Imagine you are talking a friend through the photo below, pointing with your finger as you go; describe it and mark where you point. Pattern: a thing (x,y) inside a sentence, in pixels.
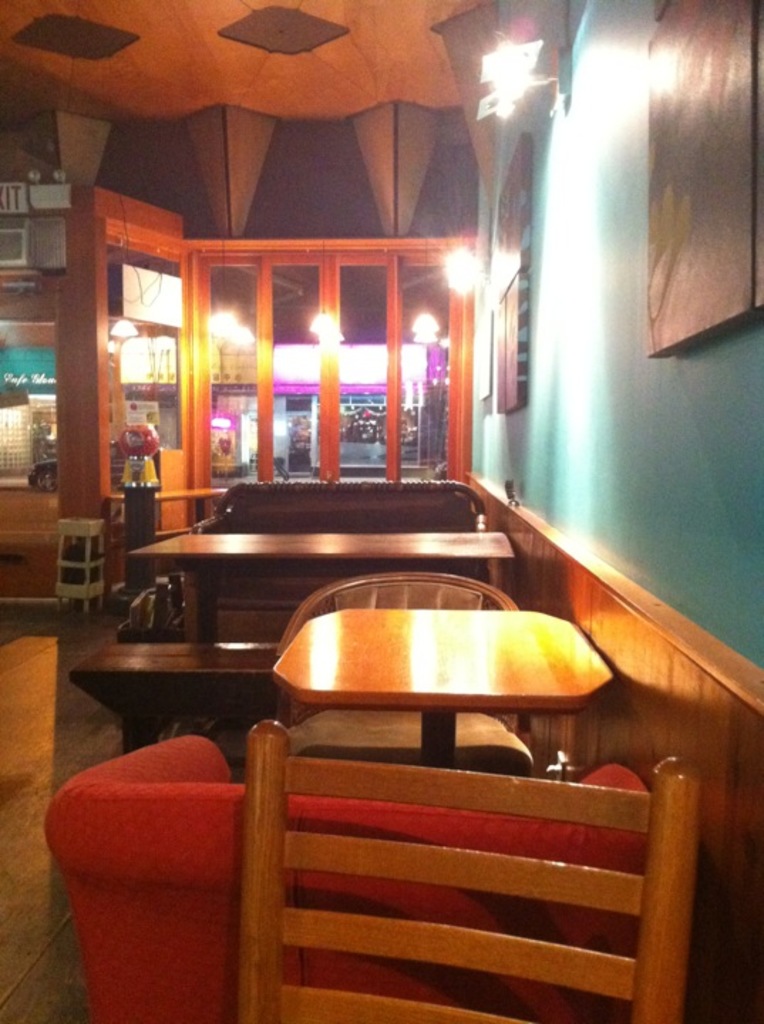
In this image I can see a couch (90,847) which is red in color, a chair (417,941) which is brown in color and a table (492,674). In the background (288,509) I can see a bench (293,517), a table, a wall (596,458) which is blue in color, few photo frames (736,253) attached to the wall (756,357), few lights (492,63), a car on the road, few buildings (15,447) and the ceiling (241,88).
